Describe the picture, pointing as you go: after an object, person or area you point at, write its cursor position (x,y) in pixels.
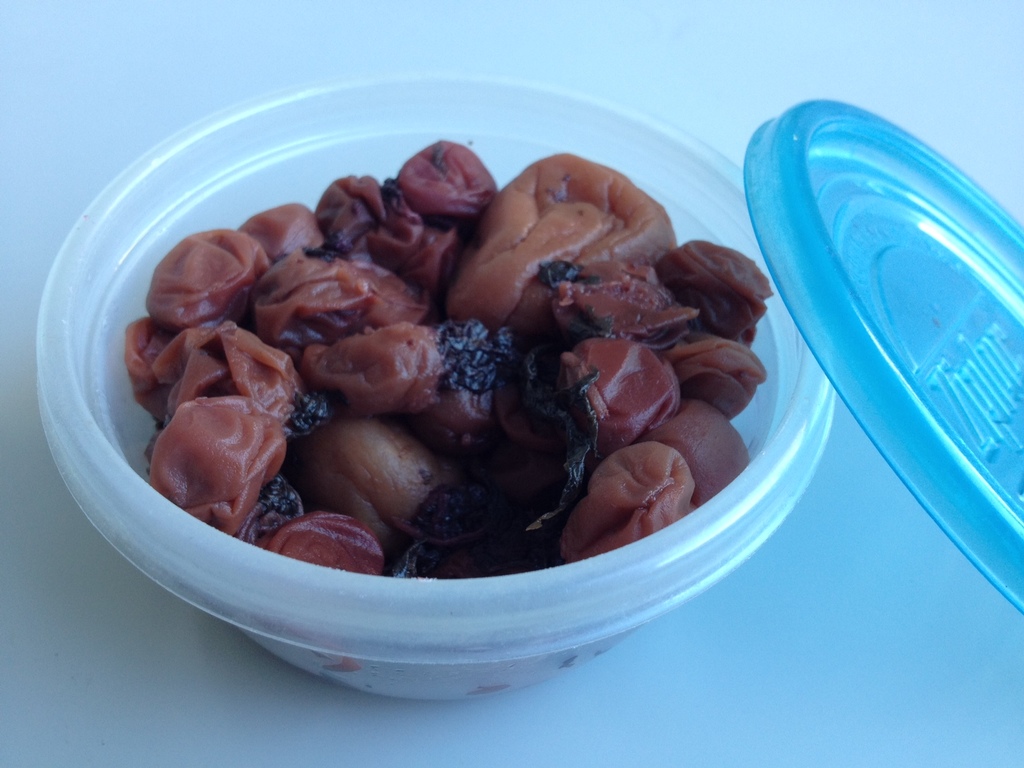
In this image I can see the white colored surface (580,43) and on it I can see a plastic bowl (488,653) and the blue colored lid (933,291). In the bowl (432,612) I can see a food item (515,405) which is brown and black in color.
